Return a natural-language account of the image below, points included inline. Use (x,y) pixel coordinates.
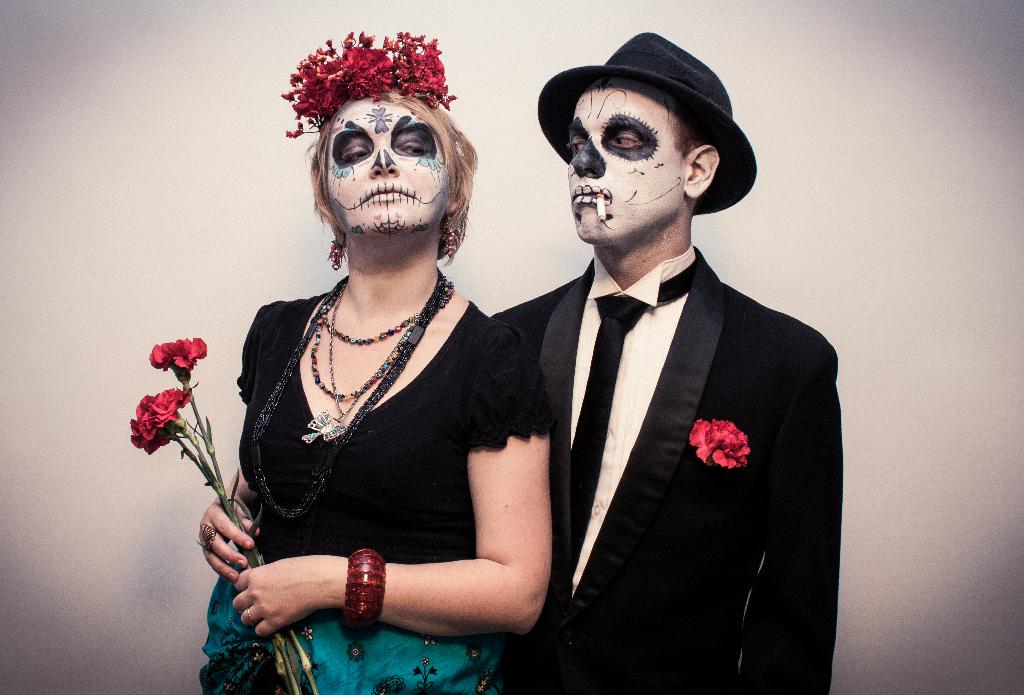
Here we can see two people (357,314). On their faces (355,200) there is a painting (611,141). This woman (407,229) is holding flowers (190,391). Background there is a wall (123,176). This person (632,206) is holding a cigar (599,213) in his mouth (607,190) and looking at this girl (447,125).
